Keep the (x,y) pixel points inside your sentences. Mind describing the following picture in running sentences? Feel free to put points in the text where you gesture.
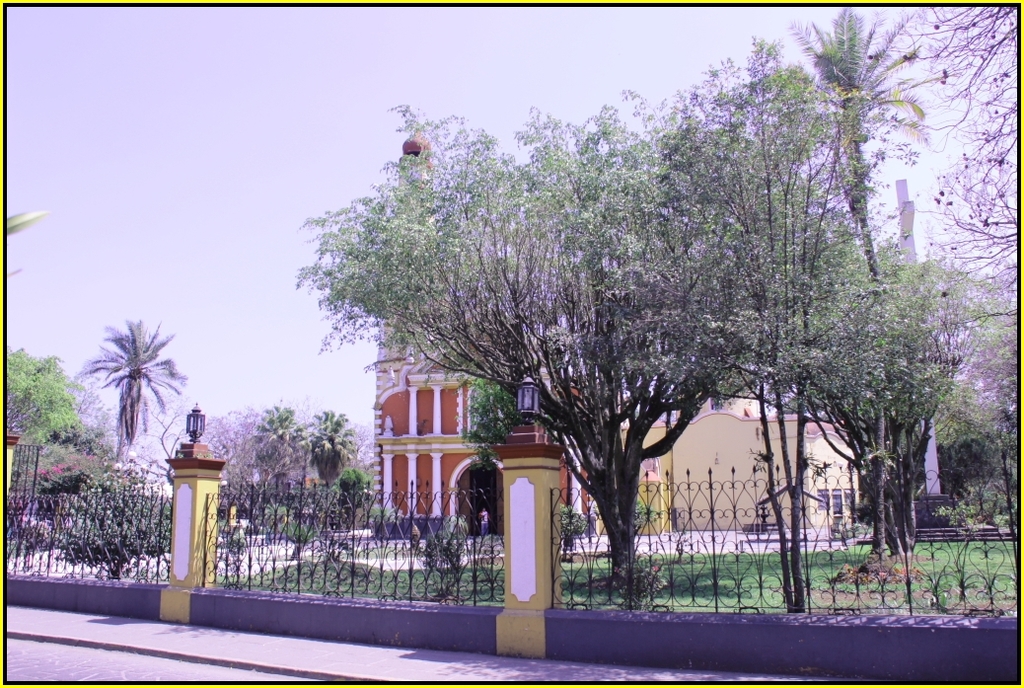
In the center of the image (479,394) we can see tree (503,394) and building (387,447). On the right side of the image (1008,294) we can see fencing (537,585), lights (535,390), cross (900,198), trees (819,348), grass (935,574). On the left side of the image (315,454) we can see trees (265,452) and plants (156,510). In the background (28,137) we can see trees (19,376) and sky (337,65).
